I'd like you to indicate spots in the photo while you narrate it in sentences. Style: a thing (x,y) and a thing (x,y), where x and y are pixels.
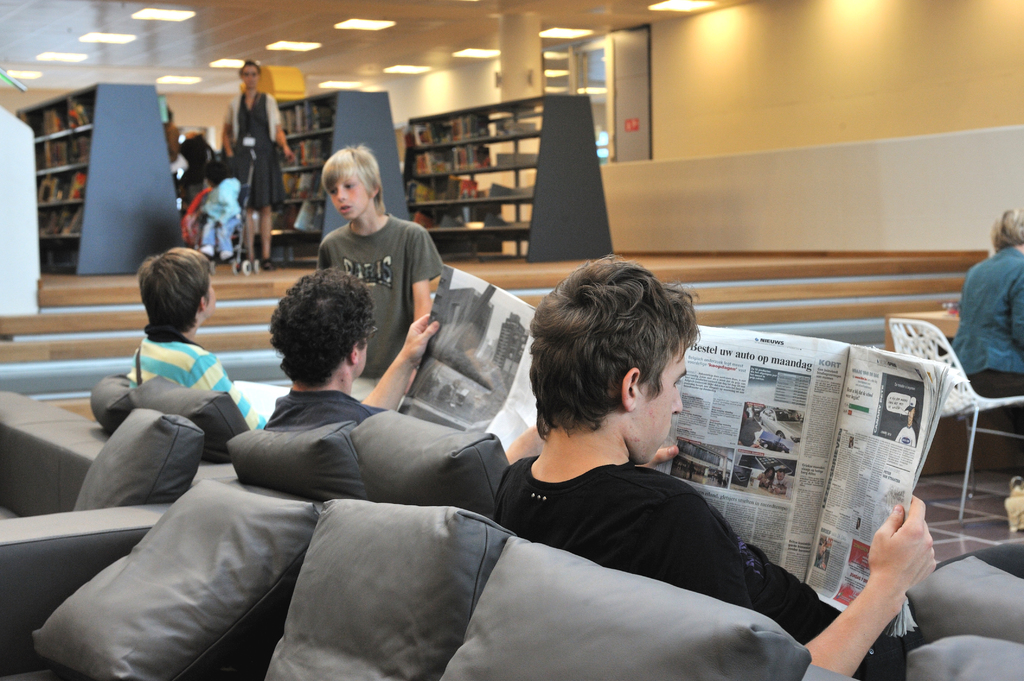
There are some persons (530,518) sitting on the sofa (615,580) and holding some papers (519,393) at the bottom of this image (495,460). There are some racks (135,179) with some books (80,184) at the top of this image (468,196). There is one person (978,357) sitting on a white color chair (930,337) on the right side of this image (980,399). There are some lights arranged at the top of this image (379,29).
